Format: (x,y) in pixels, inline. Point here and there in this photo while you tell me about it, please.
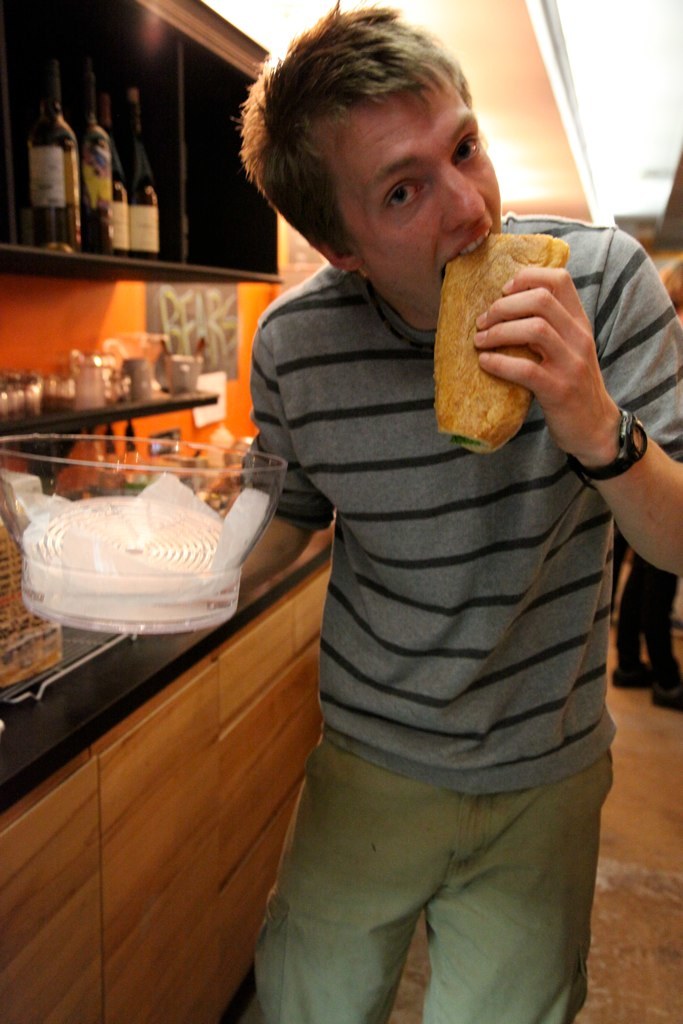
In the foreground (443,267) we can see a person (425,534) holding a sandwich (515,269) and eating. On the left (86,150) there are bottles (105,179), glasses (54,381), kitchen (129,723), table (178,705) and various kitchen utensils (157,462). At the top (524,69) we can see light (600,74) and ceiling (591,156). On the right (648,647) we can see a person's legs (647,637).
